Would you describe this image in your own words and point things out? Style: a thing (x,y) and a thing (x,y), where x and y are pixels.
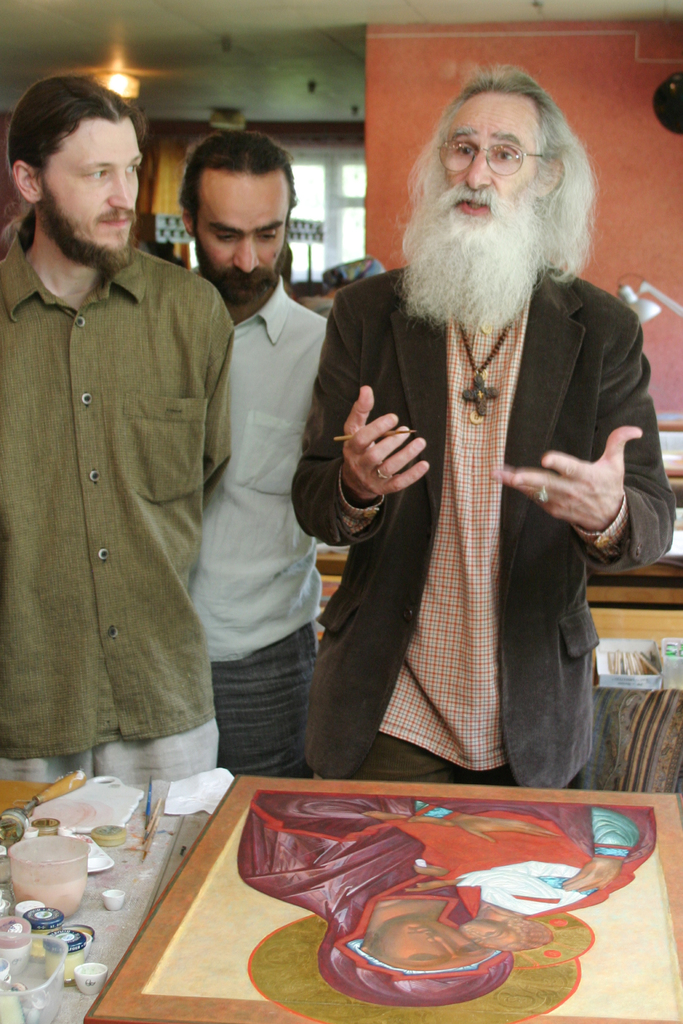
In this image I can see a few people (202,337) standing, painting (296,799) and few objects (103,848) on the table (116,919), behind there is a lamp (648,288), window (324,248), ceiling (310,113) with lights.
